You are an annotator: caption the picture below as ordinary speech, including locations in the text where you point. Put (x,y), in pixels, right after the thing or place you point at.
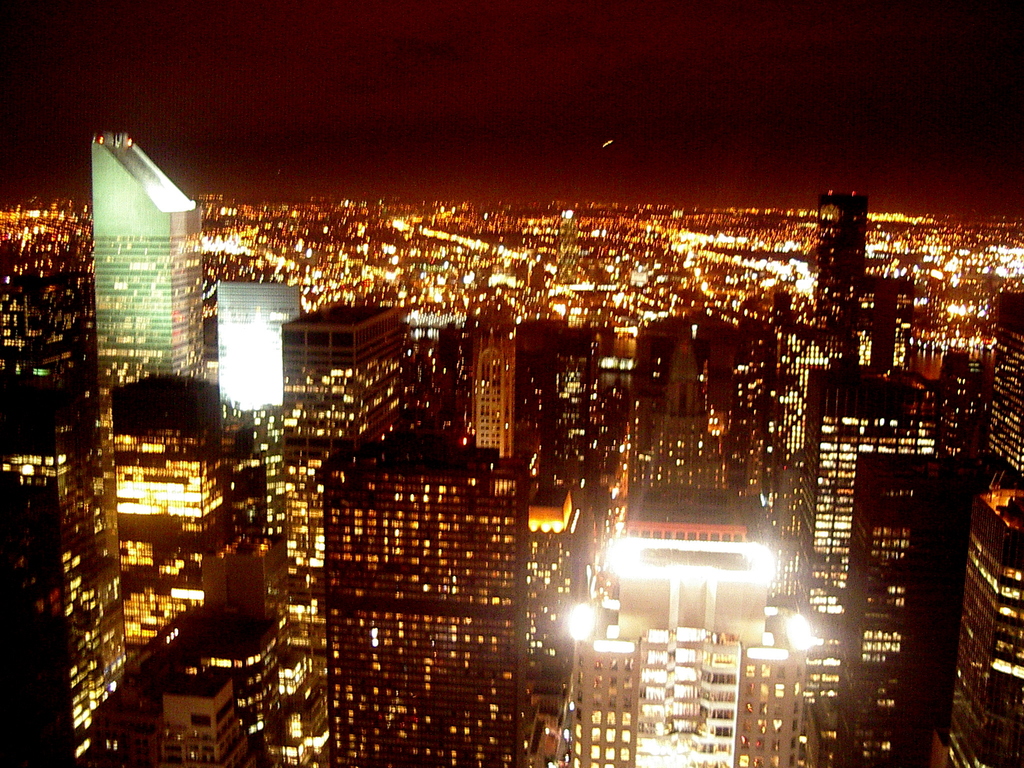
In this image I can see many buildings (384,315) with lights (348,294). In the background (524,89) I can see the sky (545,70).
